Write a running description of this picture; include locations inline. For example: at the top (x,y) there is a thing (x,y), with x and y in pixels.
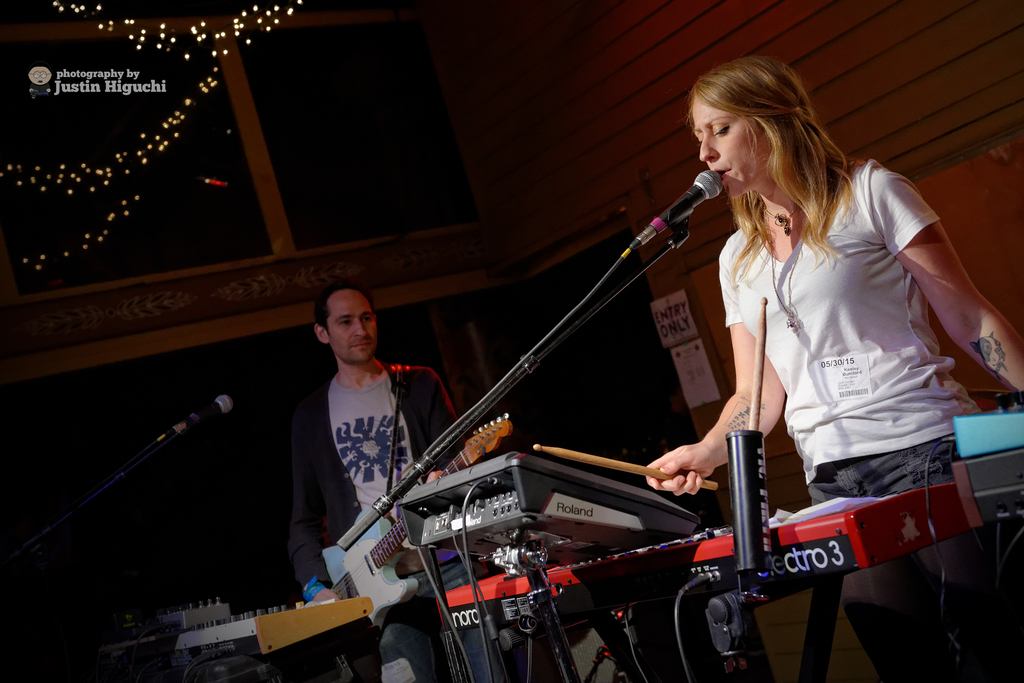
In this image we can see two persons (825,437) standing and playing musical instruments (369,582), there are mics (685,197) in front of them, there are posters (692,355) attached to the wall (548,128) and there are lights (242,26) on the left side of the image (100,237).
